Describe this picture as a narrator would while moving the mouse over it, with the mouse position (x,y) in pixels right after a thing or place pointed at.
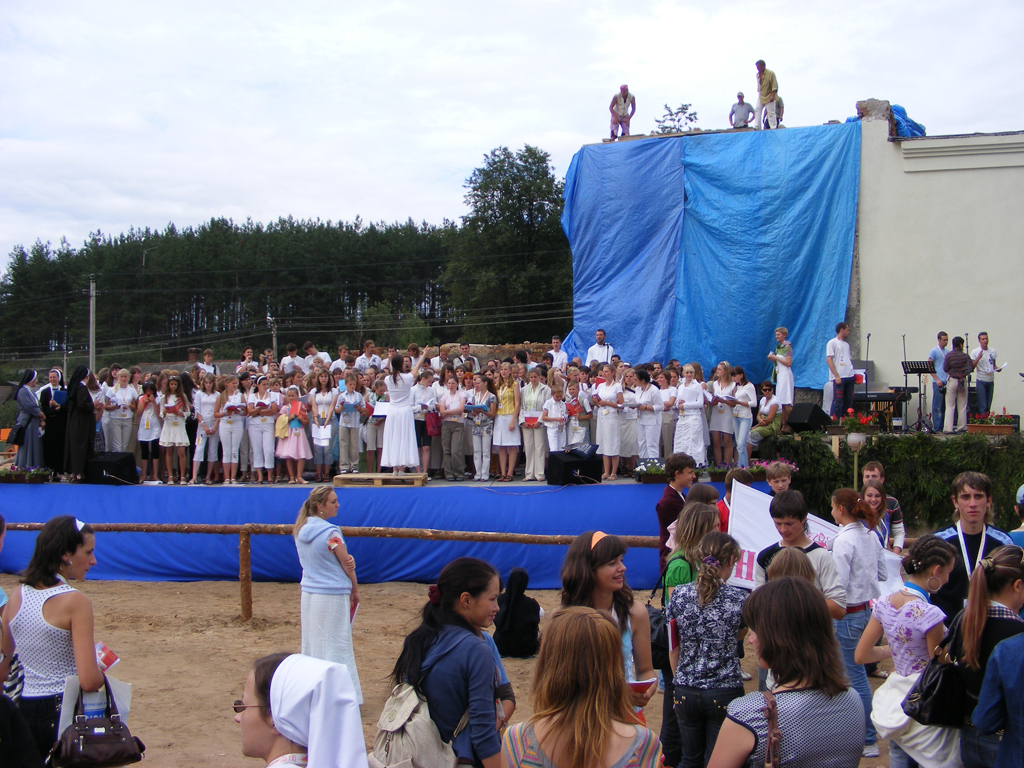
In this picture we can see a group of people (463,462), some people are on the ground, some people (607,419) are on the stage (444,559) and some people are on a building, where we can see plants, fence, electric poles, cloth (560,506), sheet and some objects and in the background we can see trees (526,246), sky (477,90).
